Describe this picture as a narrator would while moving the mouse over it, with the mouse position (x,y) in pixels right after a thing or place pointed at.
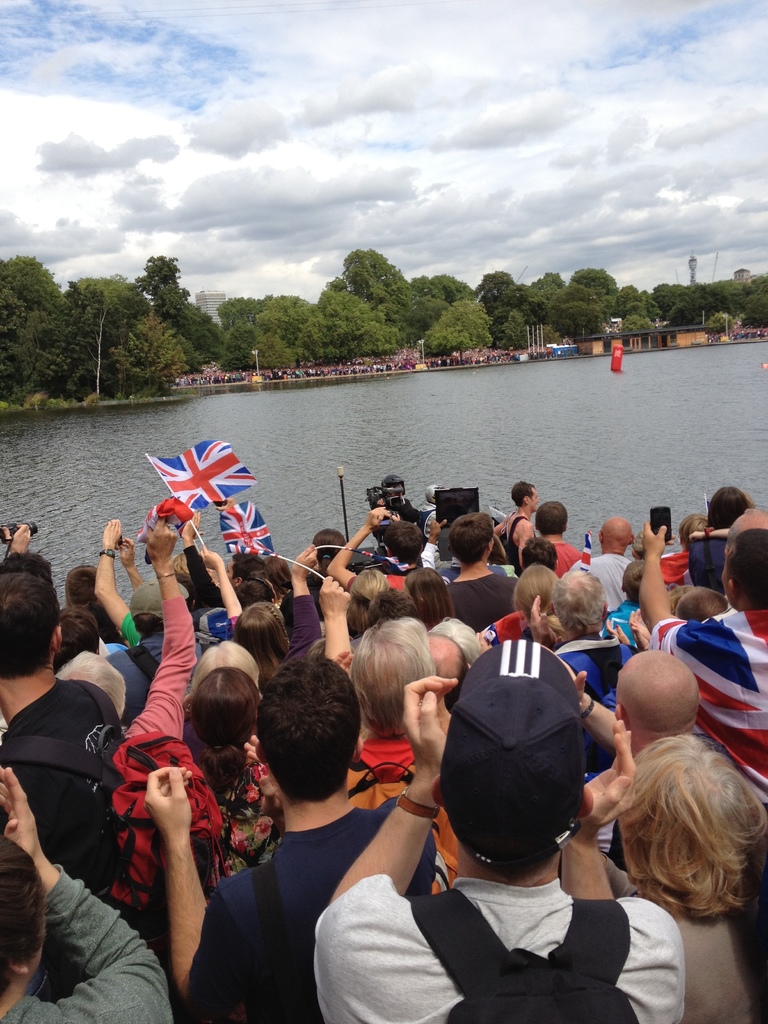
In this picture we can see group of people (372,599) and few people (278,618) holding flags (268,547), in the background (440,433) we can see water (455,453), few trees (338,292), clouds (289,285) and a building (208,300).
